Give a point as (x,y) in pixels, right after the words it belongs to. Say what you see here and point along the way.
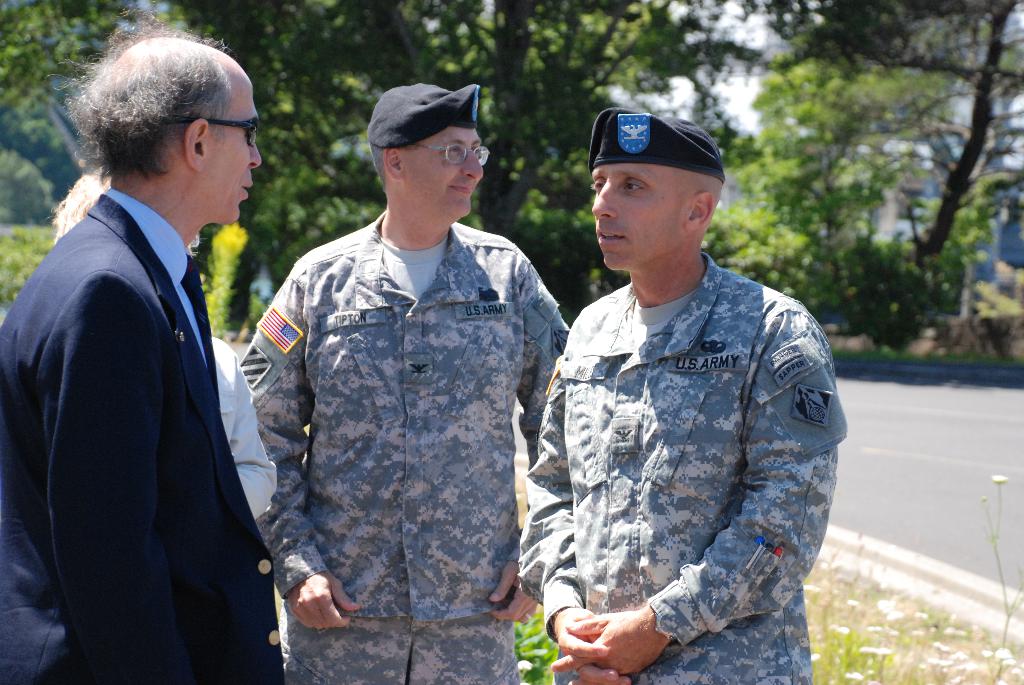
In this picture we can see an old man (213,88) talking to an army official (604,440). In the background (374,391), we can see another person (361,321) looking somewhere.
